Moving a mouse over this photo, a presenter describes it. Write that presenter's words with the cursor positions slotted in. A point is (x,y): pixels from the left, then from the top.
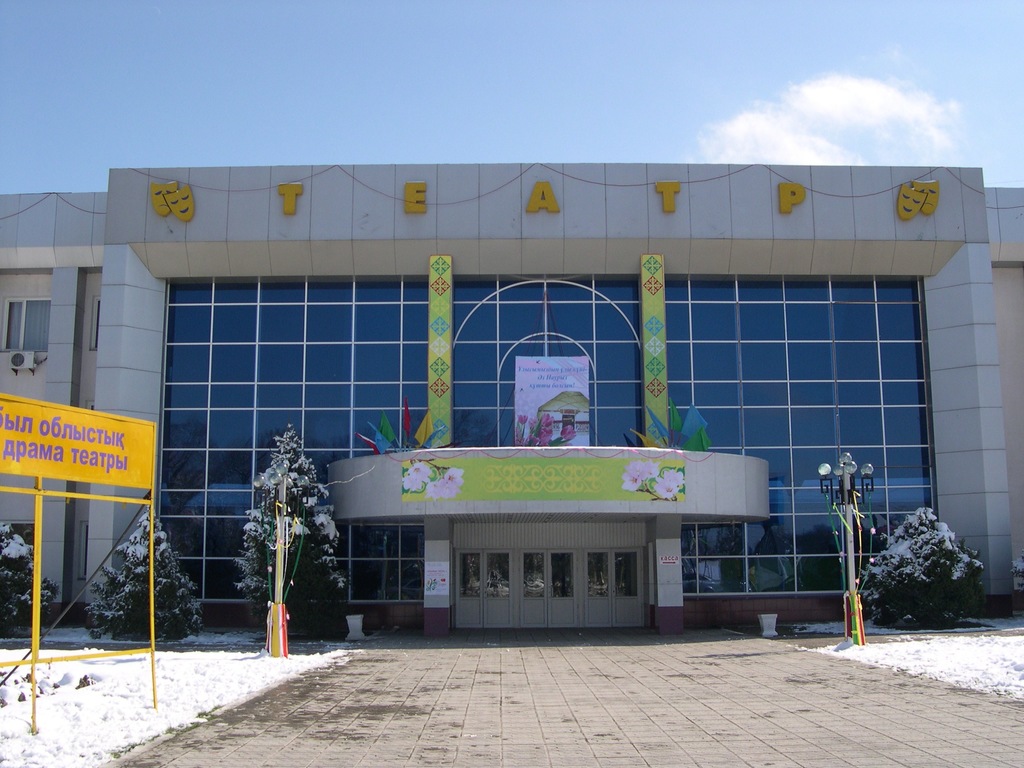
In this image we can see a building (877,349). In front of the building (353,410), we can see light poles (853,534), plants (962,587), pavement (731,676) and land (171,699) covered with ice (991,680). There is a board (86,462) on the left side of the image (74,430). At the top of the image (481,66), we can see the sky (779,94) with some clouds (802,99).
